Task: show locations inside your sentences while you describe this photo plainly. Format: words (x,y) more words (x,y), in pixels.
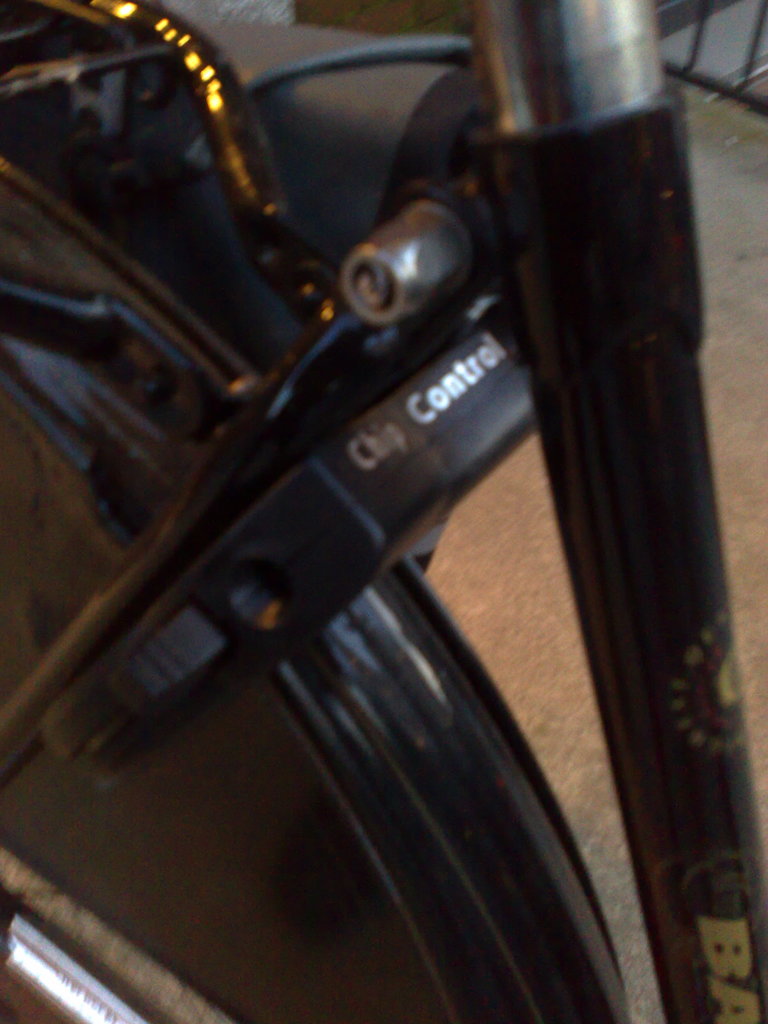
Here we can see vehicle (366,996) on the surface (569,708).
